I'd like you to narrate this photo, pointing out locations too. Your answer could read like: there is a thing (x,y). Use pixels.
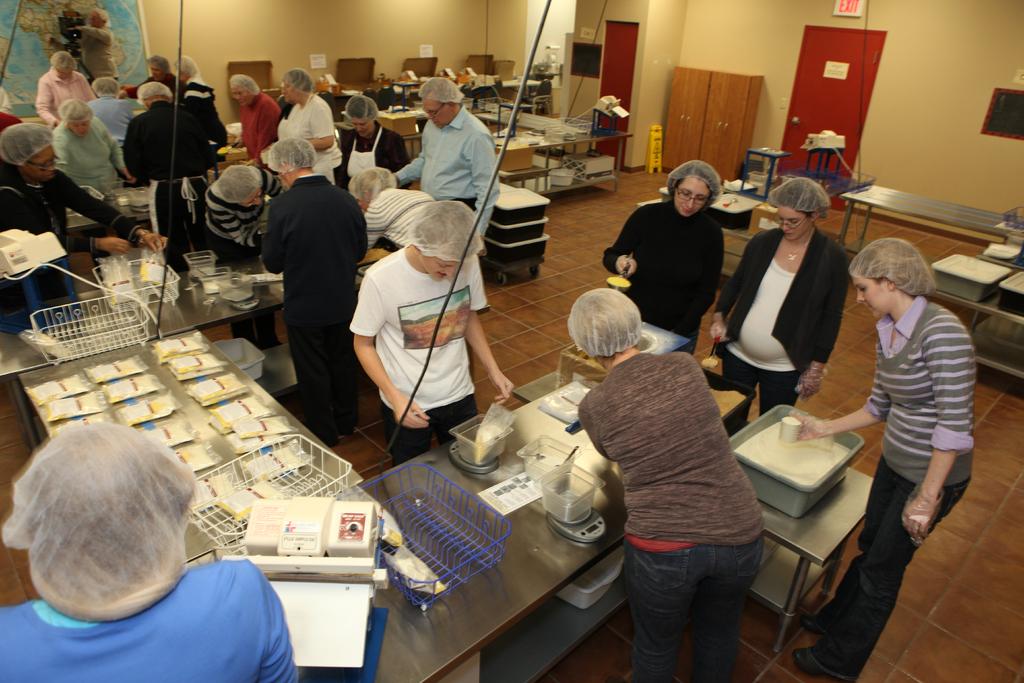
There are many people (290,194) in this room (724,278). Some of them are packing food (781,450). Some of them are arranging them. Some of them are weighing them. In the background (694,120) there is a cup board (742,94), door (809,83) and a wall (447,19) here.
